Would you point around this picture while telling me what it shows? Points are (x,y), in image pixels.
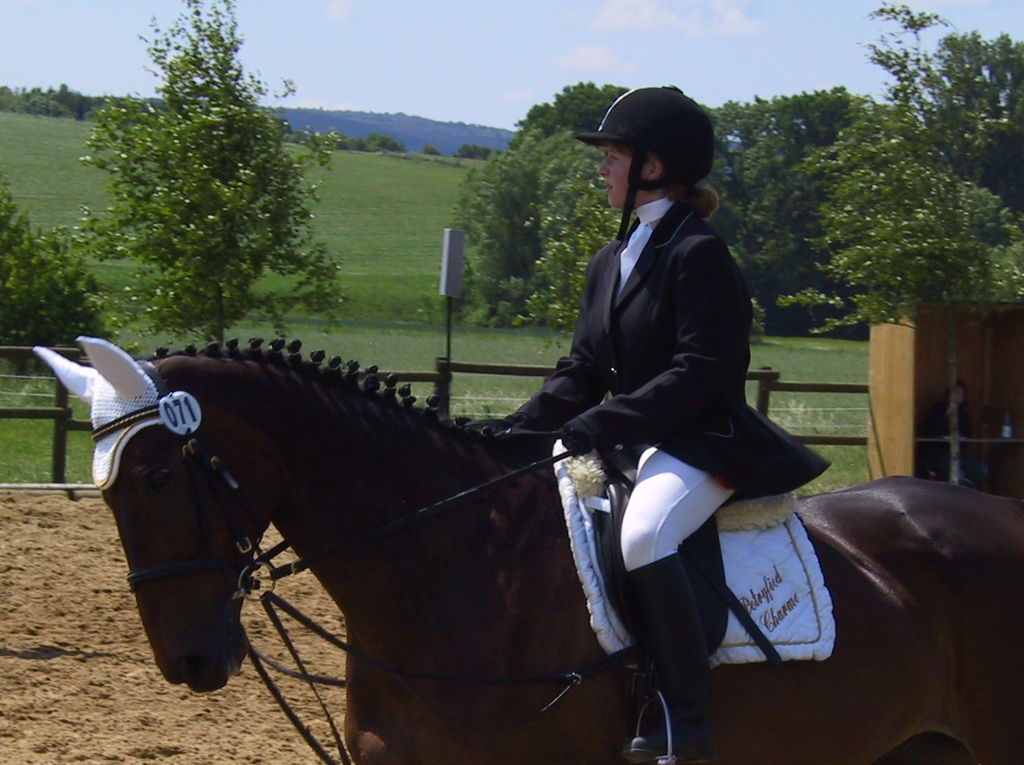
In the image we can see a person (711,453) wearing clothes (599,442), gloves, shoes (683,714), helmet (636,96) and the person (603,357) is sitting on the horse (516,507). Here we can see sand (62,712), fence (47,415) and trees (766,167). We can even see grass (368,300), hill (362,118) and the sky (539,32).
